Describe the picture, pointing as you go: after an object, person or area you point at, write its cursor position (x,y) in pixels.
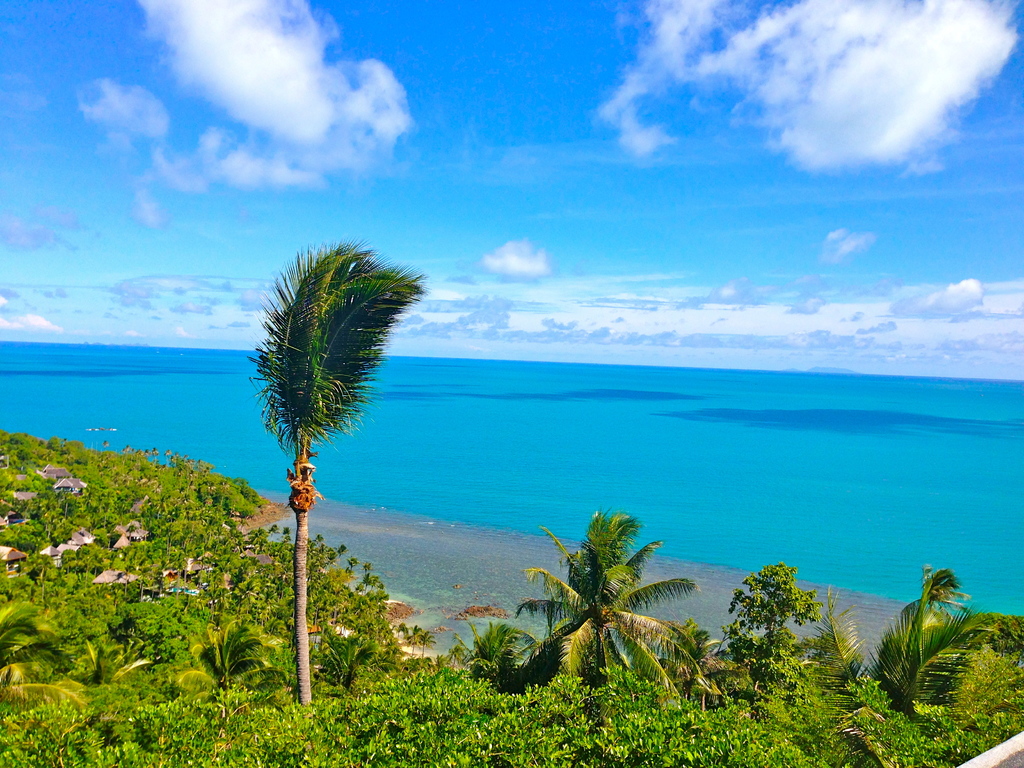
In this picture I can observe trees (329,619) and plants (223,663) in the bottom of the picture (305,690). In the background (609,454) I can observe an ocean (484,410) and sky (533,163).
